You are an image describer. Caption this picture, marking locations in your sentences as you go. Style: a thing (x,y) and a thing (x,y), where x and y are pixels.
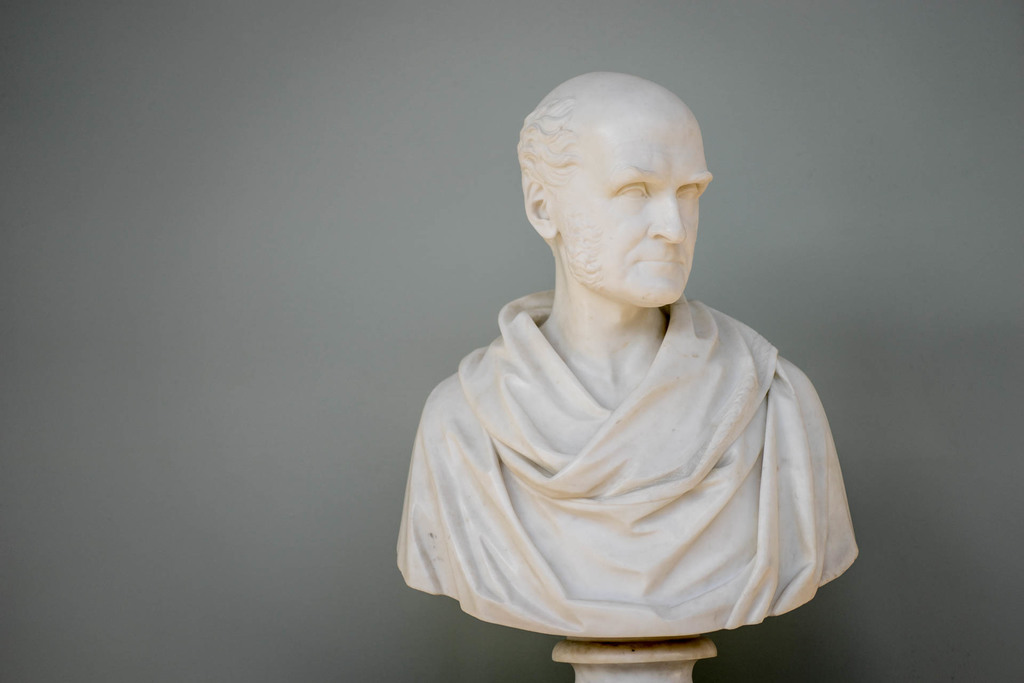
In the center of the picture (570,252) there is a sculpture (653,339). In the background (221,350) there is a grey color wall (823,72).
